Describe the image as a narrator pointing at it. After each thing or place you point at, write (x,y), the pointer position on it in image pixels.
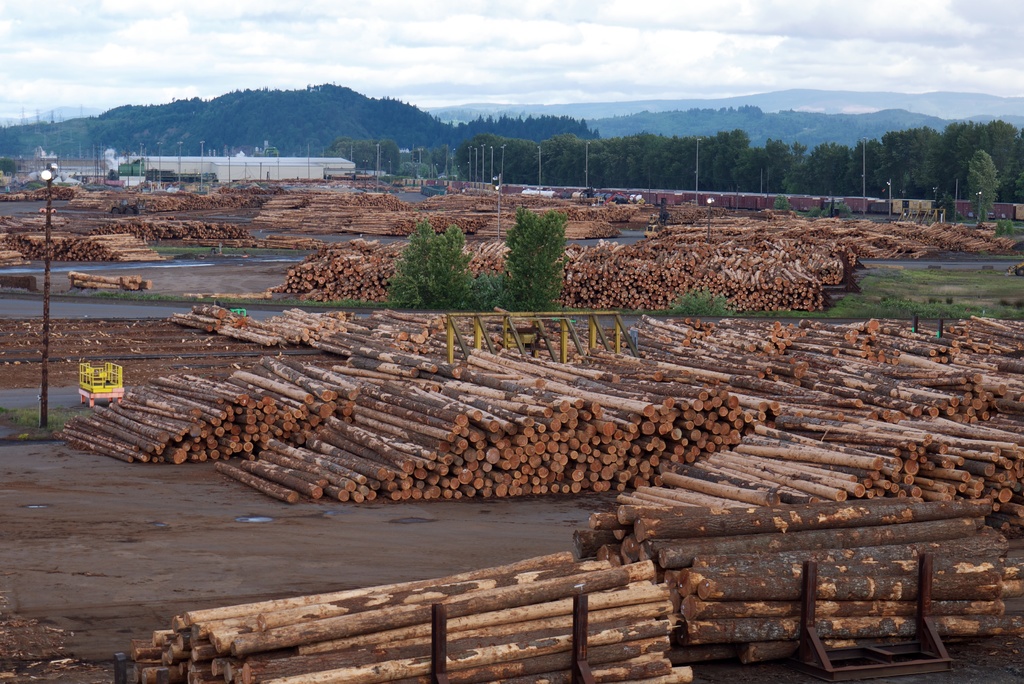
There are groups (619,287) of wooden items (795,265) arranged on the ground (260,267). In the background (989,146), there are trees (602,179), poles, sheds (342,159), mountains (650,125) and clouds (772,60) in the sky (376,65).
